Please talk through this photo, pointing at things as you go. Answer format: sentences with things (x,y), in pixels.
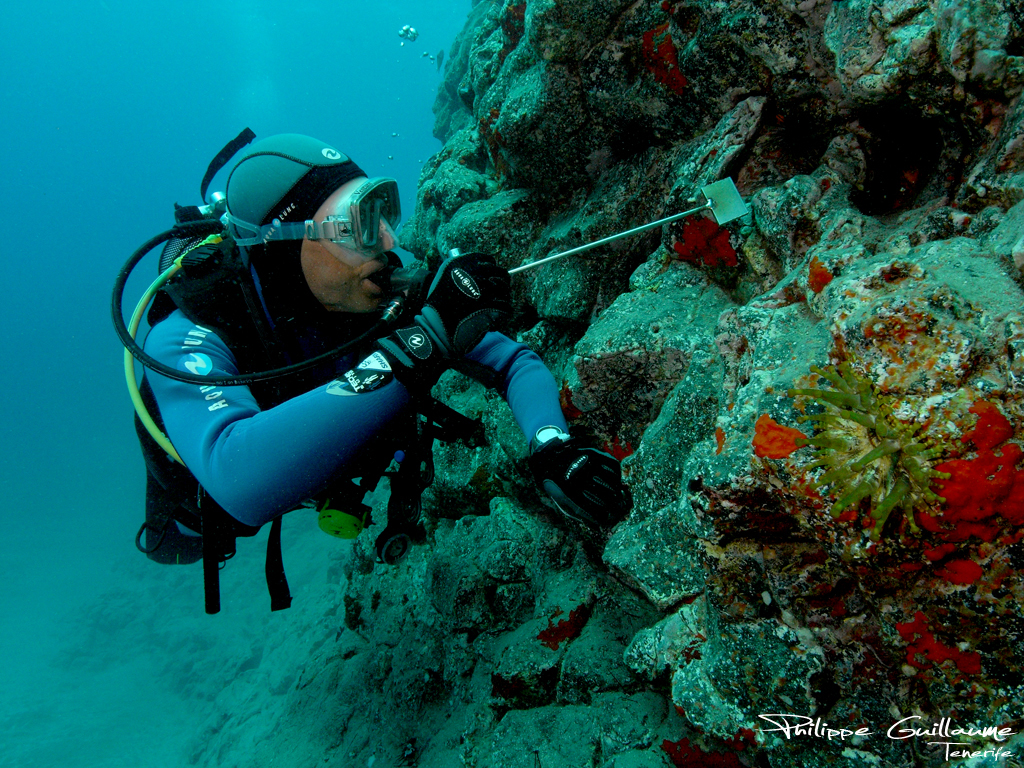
In the foreground of this picture (326,385), there is a man (311,438) doing scuba diving under the water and holding a spatula (725,188) in his hand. On the right (877,222), we can see rock (899,413) and the plant (912,474) under the water (56,697).
